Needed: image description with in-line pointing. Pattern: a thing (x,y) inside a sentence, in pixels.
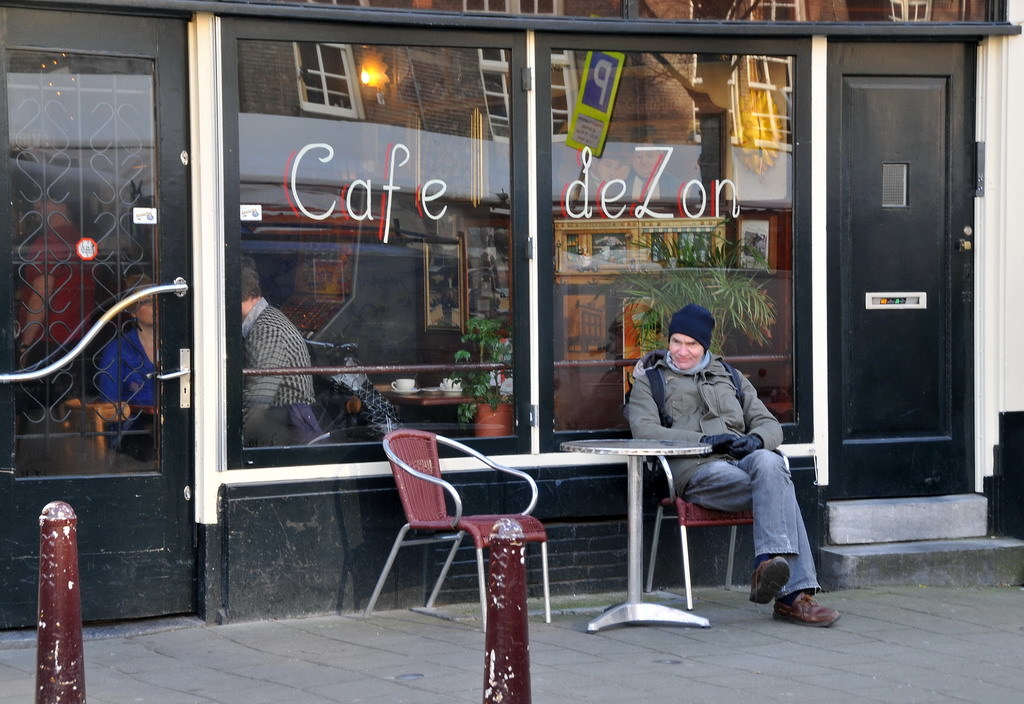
In this picture a guy (798,517) is sitting at the table (626,452) in front of Cafe deZon (538,239). In the background (611,228) we observe a cafe (636,181) and through glass windows (422,118) and doors (75,83) we can observe people (61,319) sitting inside the cafe (208,365) and cups (453,388) are on top of the table (475,391). There is also a black door (902,228) to the right side of the image (920,318).
